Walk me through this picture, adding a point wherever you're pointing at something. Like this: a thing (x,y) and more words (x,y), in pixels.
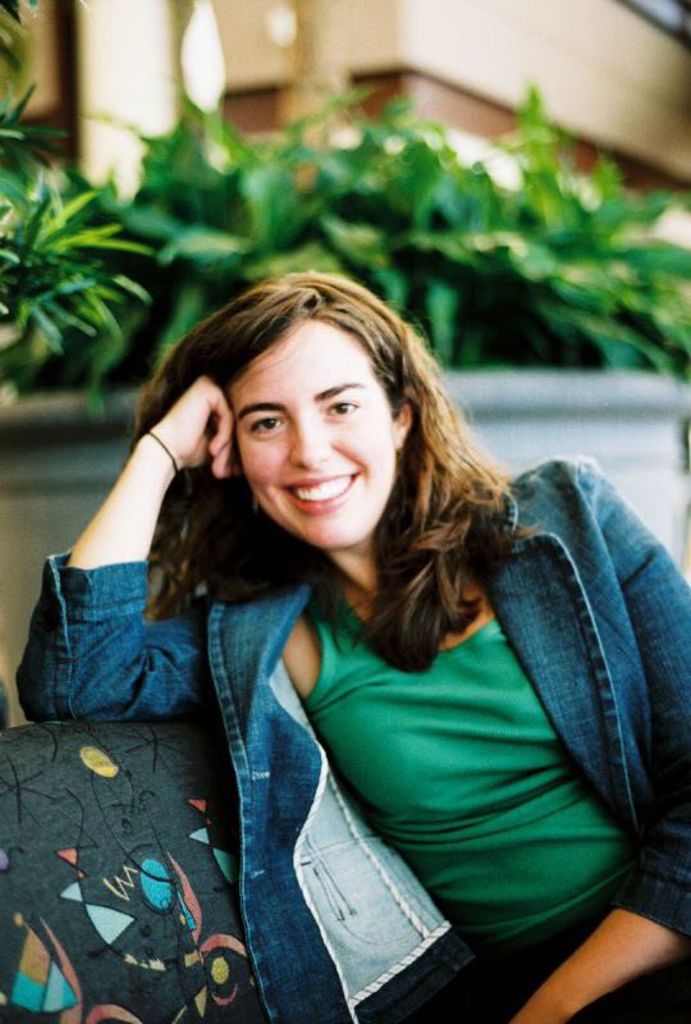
In the picture I can see a woman (339,588) is sitting and smiling. The woman (318,612) is wearing a jacket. In the background (434,328) I can see plants (431,223) and some other objects (573,91). The background of the image (453,173) is blurred.
